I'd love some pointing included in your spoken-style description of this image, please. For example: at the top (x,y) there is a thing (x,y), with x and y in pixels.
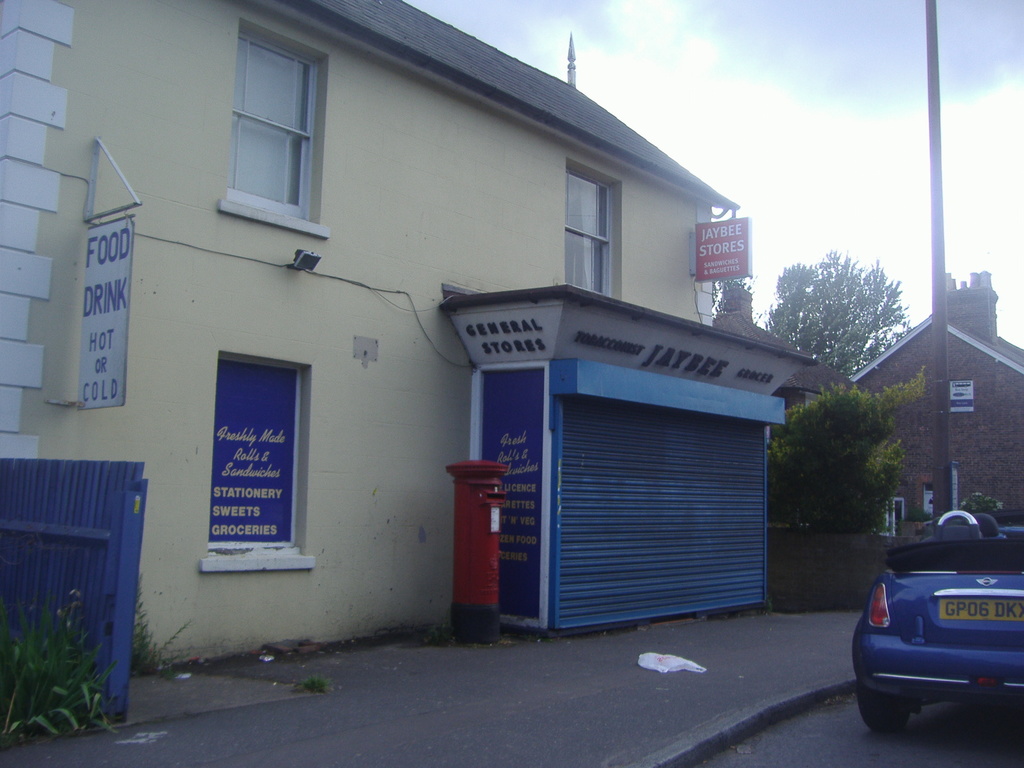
In this picture we can see a car (877,610) on the road (930,708). This is the house (405,327) and there is pole (945,346). These are the trees (841,419). Here we can see some boards (707,262). And this is the sky (829,142).
